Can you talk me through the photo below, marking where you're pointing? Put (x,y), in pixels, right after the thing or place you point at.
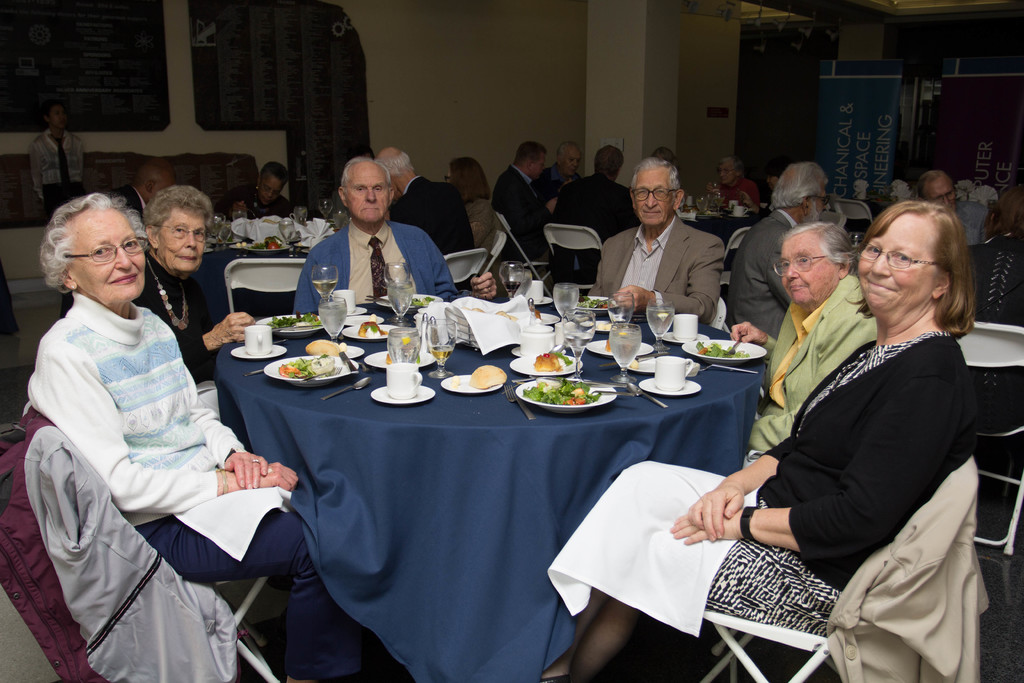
In this image i can see a group of people (822,444) sitting there are few glasses (400,361), plates (559,407), food (553,396) on a table (495,440) at the back ground (517,217) i can see few other people (546,210) sitting and a wall (582,128).
